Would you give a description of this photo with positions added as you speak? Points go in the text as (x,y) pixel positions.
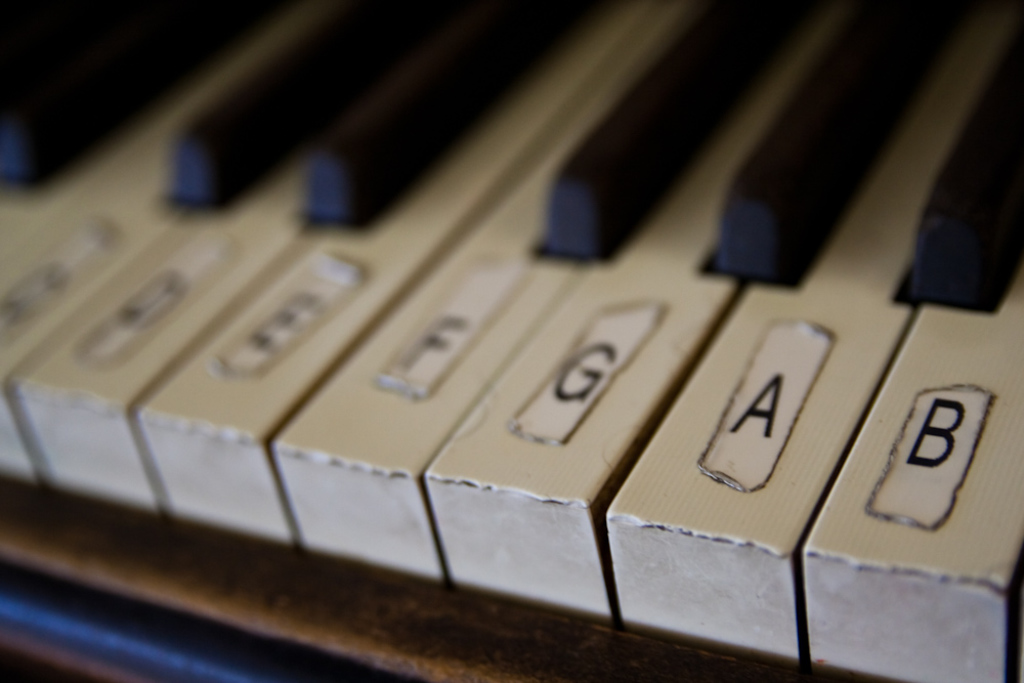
This is the picture of a close view of a piano (776,306).
